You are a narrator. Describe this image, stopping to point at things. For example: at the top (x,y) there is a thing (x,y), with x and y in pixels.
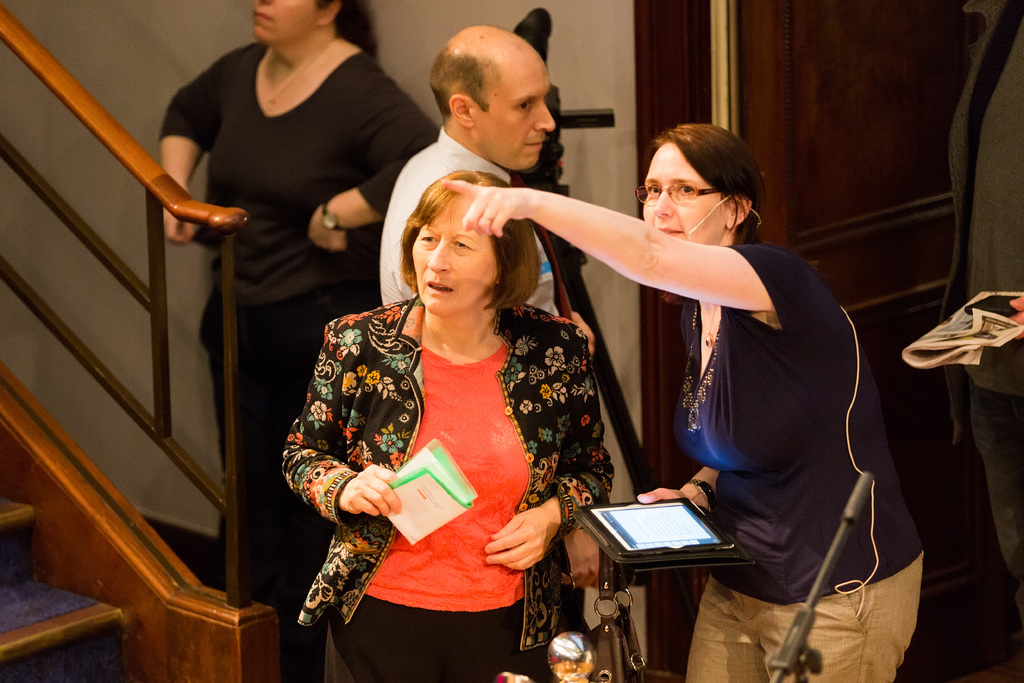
The woman (590,207) in black T-shirt (789,406) who is wearing spectacles (648,200) is pointing towards something. She is holding a tablet (618,523) in her hand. Beside her, we see a woman (464,389) in red T-shirt (479,386) and black coat (391,427) is holding a paper (447,487) in her hand (396,499) and she is looking at something. Behind her, we see a man (395,205) in the white shirt (421,163) is standing. Beside him, we see a woman (374,142) in black T-shirt (316,178) is standing. Behind her, we see a white wall (402,49). In front of her, we see a staircase (56,583) and a stair railing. On the right side (975,323), we see a newspaper (952,331) and a mobile phone (970,309). In the background (802,105), we see a wall (943,153) in brown color.
